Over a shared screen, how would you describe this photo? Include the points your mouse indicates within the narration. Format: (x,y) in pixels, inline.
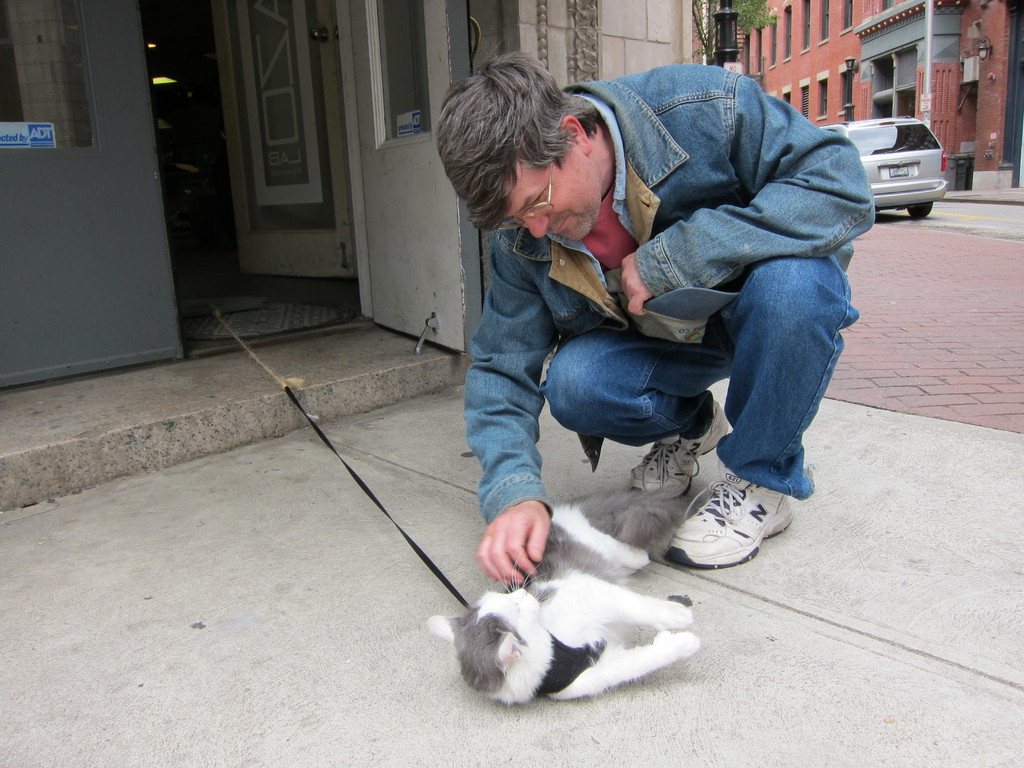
In this image there is a person (659,232) wearing jacket (607,311) crouching down on the floor (811,522) there is a pussy cat (659,536) which has leash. At the background of the image (933,121) there is a car (902,135) and building (555,8).
